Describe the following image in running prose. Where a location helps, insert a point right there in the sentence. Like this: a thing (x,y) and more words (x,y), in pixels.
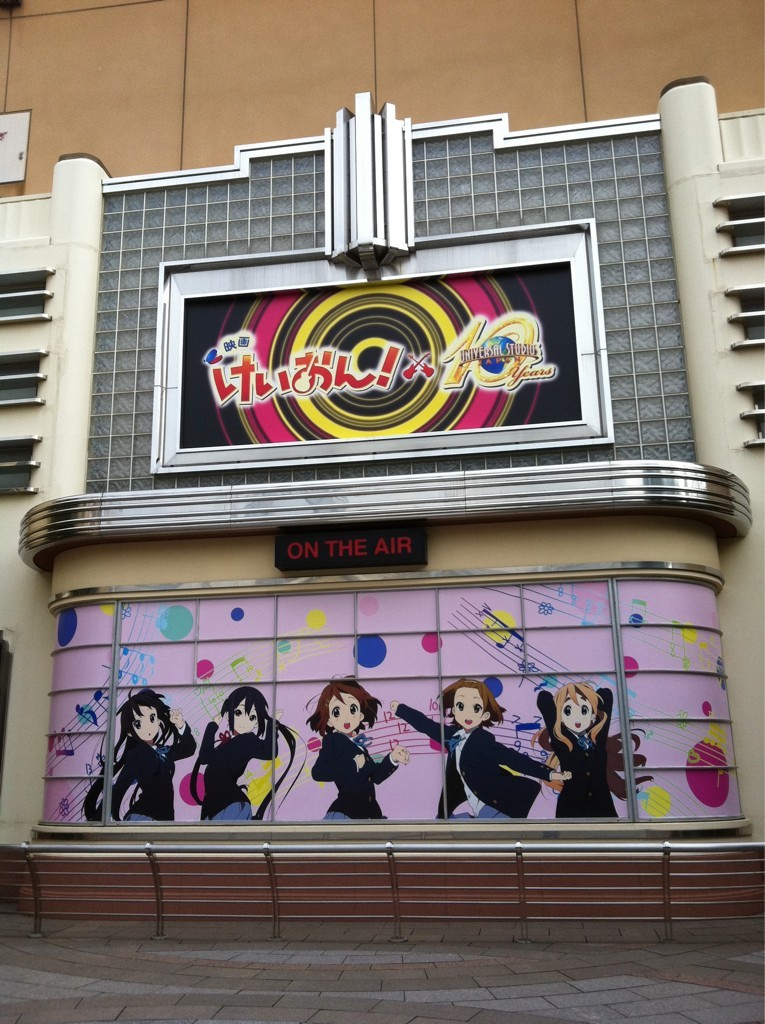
In this picture, we see a wall graffiti (390,726). At the bottom of the picture (308,968), we see the iron railing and the pavement (387,923). In the background (10,431), we see a building (104,277) in white, grey and brown color. In the middle of the picture (443,433), we see a board (472,423) in black, pink and yellow color. We see some text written on it. Below that, we see a black color board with text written as "ON THE AIR".
